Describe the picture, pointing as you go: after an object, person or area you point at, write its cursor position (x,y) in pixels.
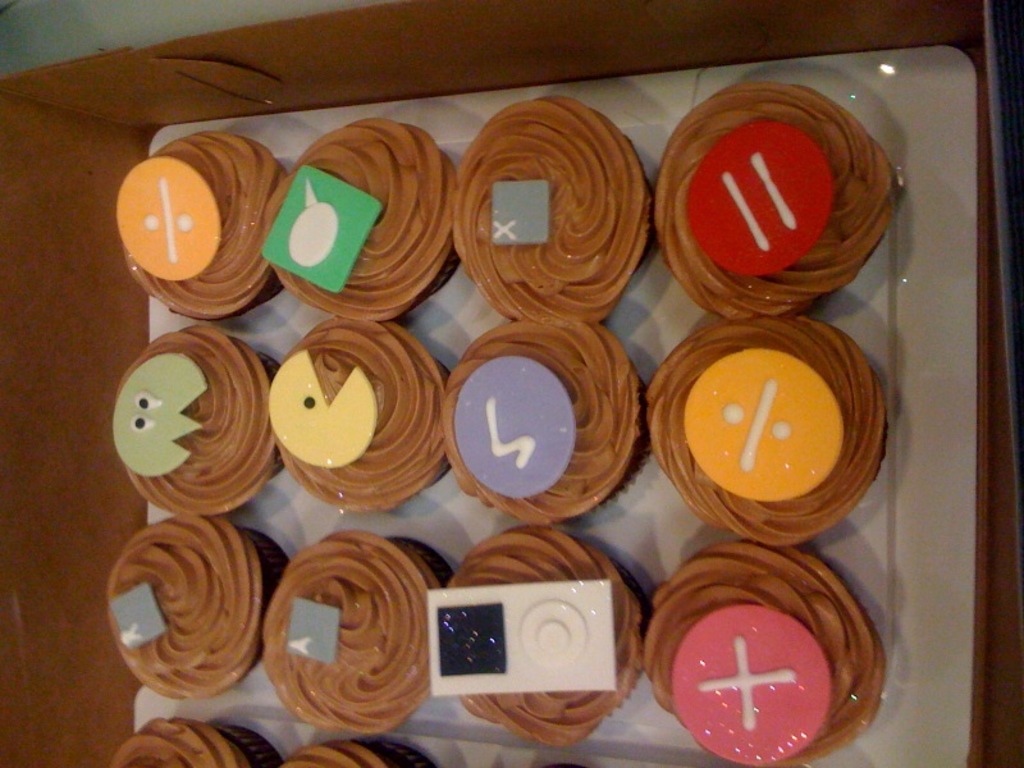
In this image we can see there are some food items (555,363) in the box (105,608).
